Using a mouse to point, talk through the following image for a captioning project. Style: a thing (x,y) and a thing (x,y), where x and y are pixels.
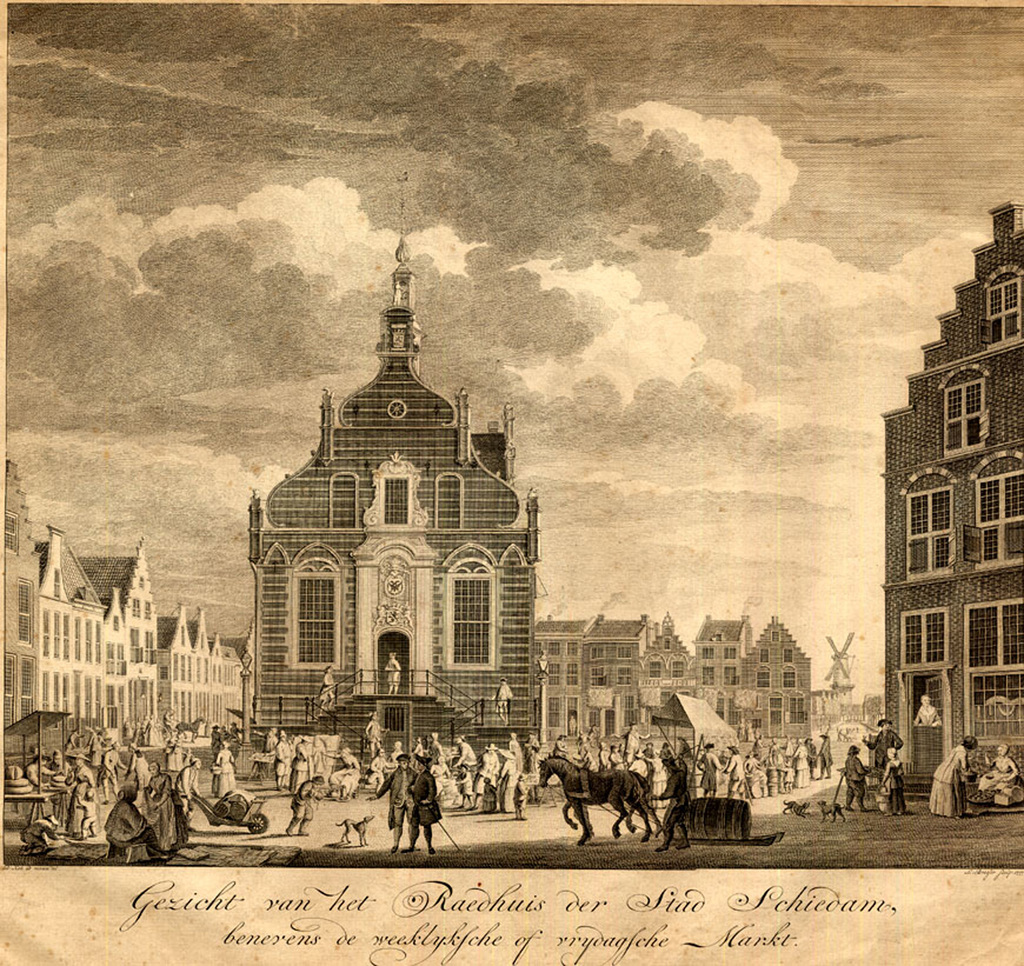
In this image we can see the poster (584,478) with buildings (528,608) and we can see the persons (440,777) standing on the ground (251,790) and there are vehicles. There are horses (589,786), animals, stairs (455,695) and there is the text (730,903) written on the poster (703,184).
